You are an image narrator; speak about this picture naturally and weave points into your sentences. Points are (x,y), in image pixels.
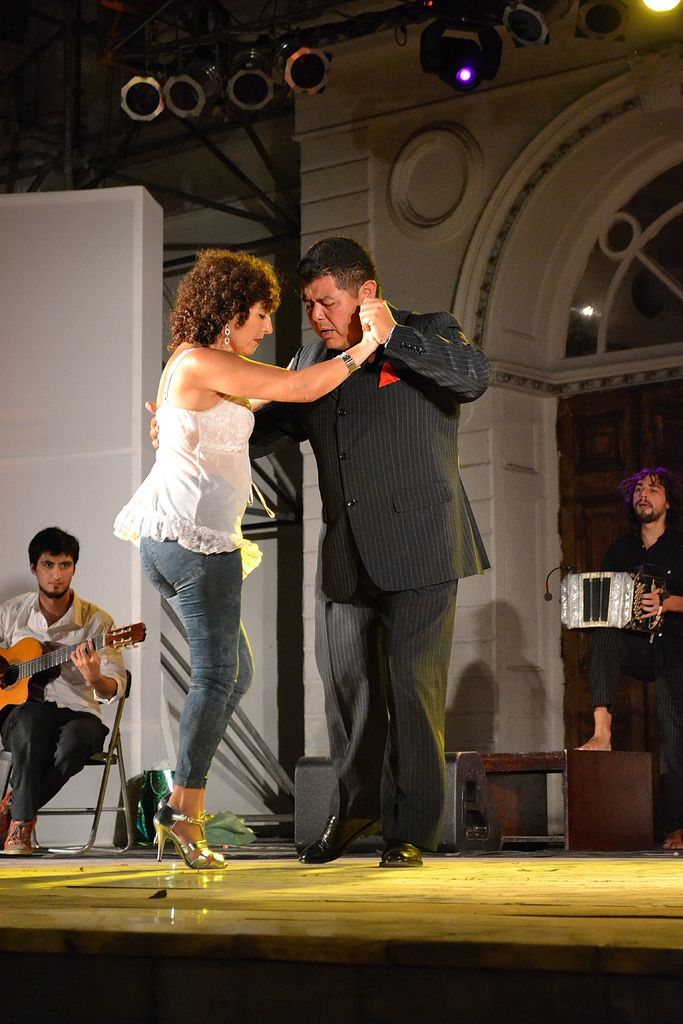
In this picture we can see two people (207,861) a lady (216,853) and a man (344,801) dancing on the floor (180,884) and a guy (103,679) sitting on the chair (117,735) and playing the guitar (126,629) and also the person (682,596) behind them is playing some musical instrument (587,584) and there are some lights (490,41) above them.
